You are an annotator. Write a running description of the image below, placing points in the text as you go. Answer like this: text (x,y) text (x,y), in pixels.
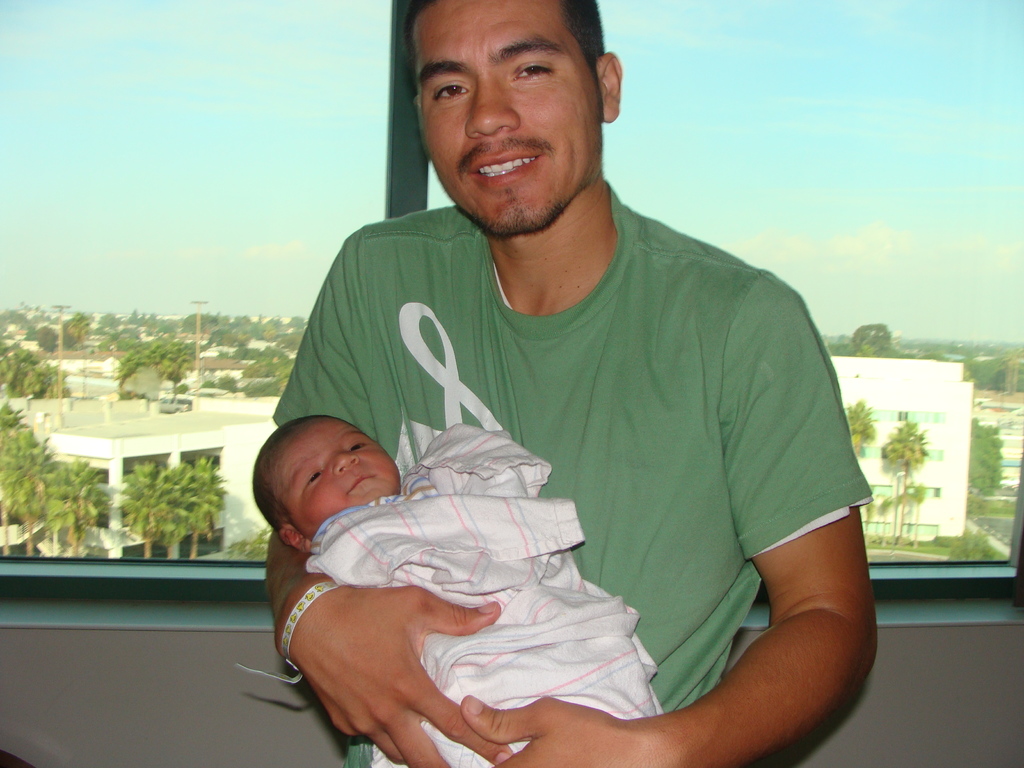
There is a man (579,754) holding a kid (529,518) with his hands (388,744) and he is smiling. There is a glass window (186,96). From the glass (859,434) we can see trees (86,482), buildings (56,419), poles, and sky (747,225).
